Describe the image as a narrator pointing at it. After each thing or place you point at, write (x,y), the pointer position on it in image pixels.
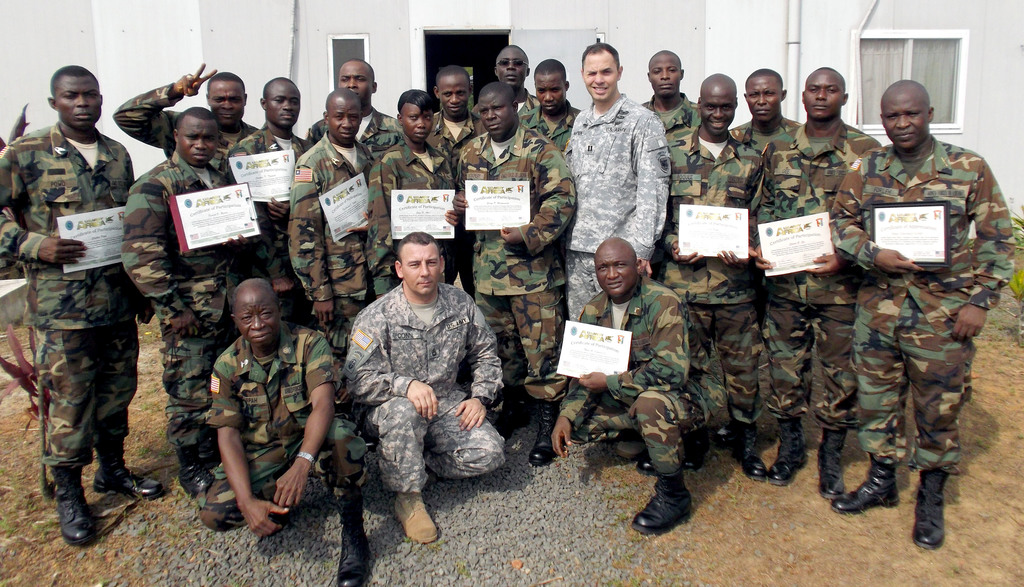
In this picture I can see group of people (805,278) holding certificates (416,206), there are plants (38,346), and in the background (711,28) there is a building (206,84).
